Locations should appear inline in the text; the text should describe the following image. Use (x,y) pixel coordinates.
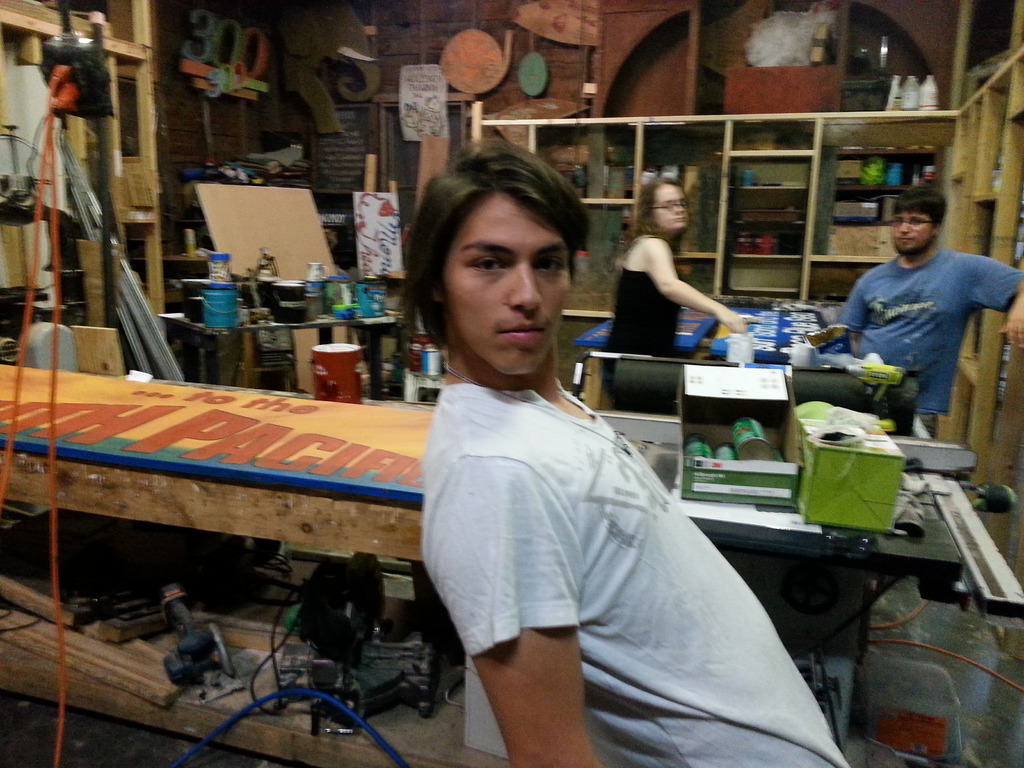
In this image we can see two men (852,312) and a woman (654,286). In the background of the image (687,115) there is a rack (751,138) in which there are many objects (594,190). There is a wall (245,101) on which there are posters (371,202) and boards (213,186). There are bottles (262,268). In the center of the image (358,492) there is a wooden table (122,487) with some text (4,413) on it. There is a machine (300,662). There are wires (61,711). At the bottom of the image (988,735) there is floor (988,744).
